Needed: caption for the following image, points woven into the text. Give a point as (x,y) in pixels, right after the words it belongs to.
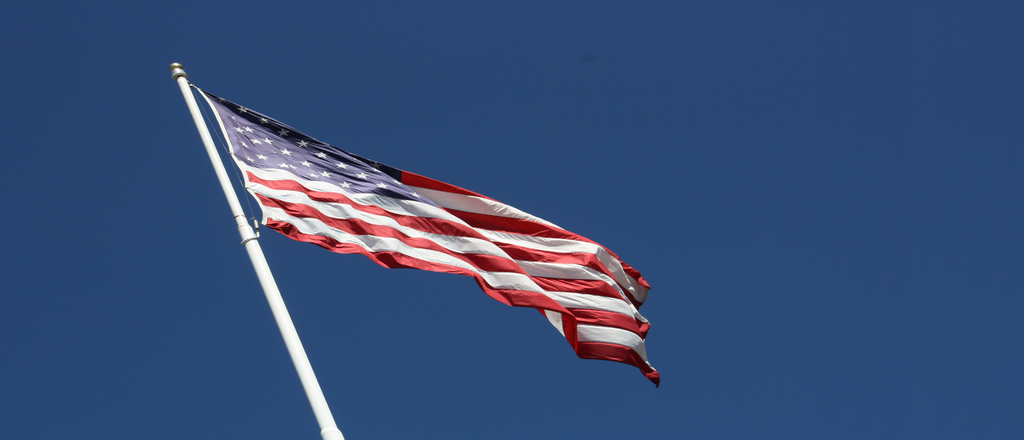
In this image, we can see a white pole (189,104) and a flag (512,272) on the pole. We can see the blue sky (588,78).
